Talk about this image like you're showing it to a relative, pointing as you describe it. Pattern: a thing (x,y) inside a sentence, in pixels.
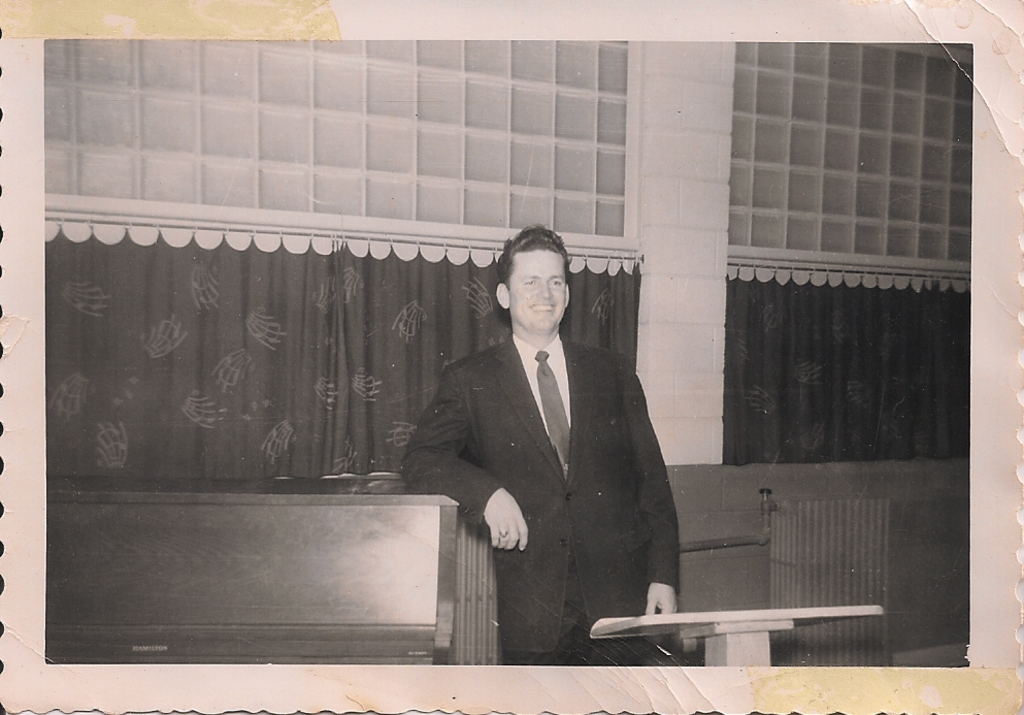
In this image I can see the person (530,314) standing, background (776,299) I can see few curtains (410,393) and the image is in black and white.
